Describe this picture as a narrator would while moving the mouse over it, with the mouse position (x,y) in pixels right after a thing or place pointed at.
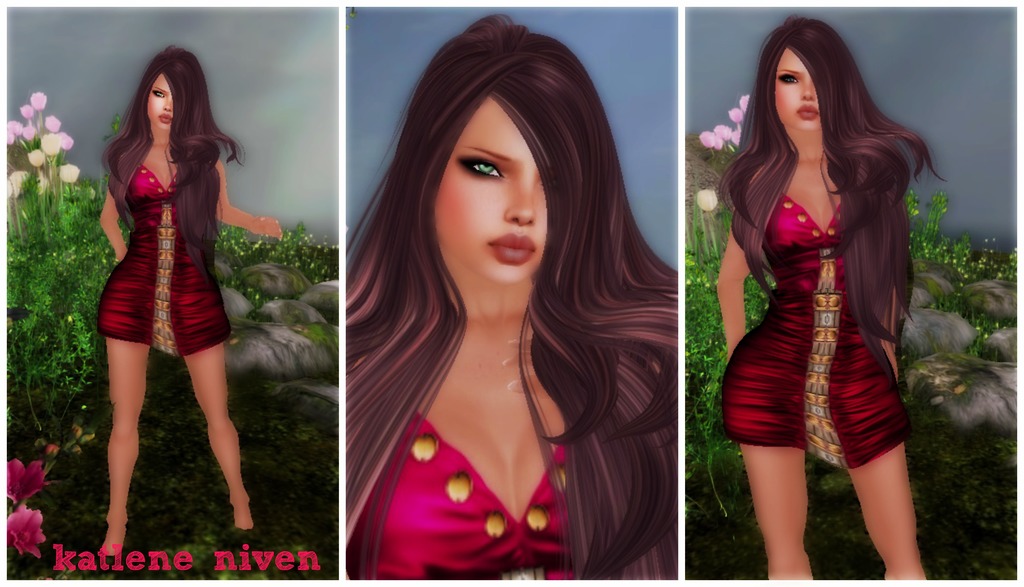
In this image I can see the collage picture of the digital art in which I can see a woman (134,279) wearing red color dress (153,271) is standing. I can see few flowers (25,470) which are pink in color, few trees (59,333) which are green in color, few rocks (242,296) and in the background (263,154) I can see the sky (219,84).
